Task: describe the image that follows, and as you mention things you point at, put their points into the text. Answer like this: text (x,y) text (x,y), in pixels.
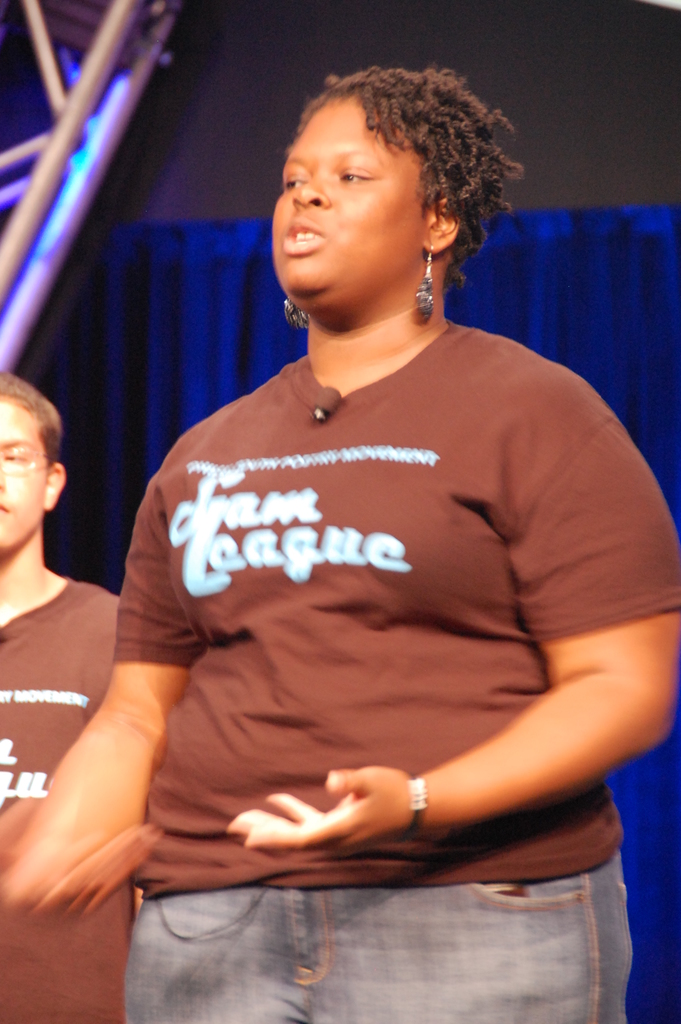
In this image there are two persons (6,427) in brown color shirts (208,826) are standing, and in the background (117,504) there is a curtain (103,250) and a lighting truss (0,339).
